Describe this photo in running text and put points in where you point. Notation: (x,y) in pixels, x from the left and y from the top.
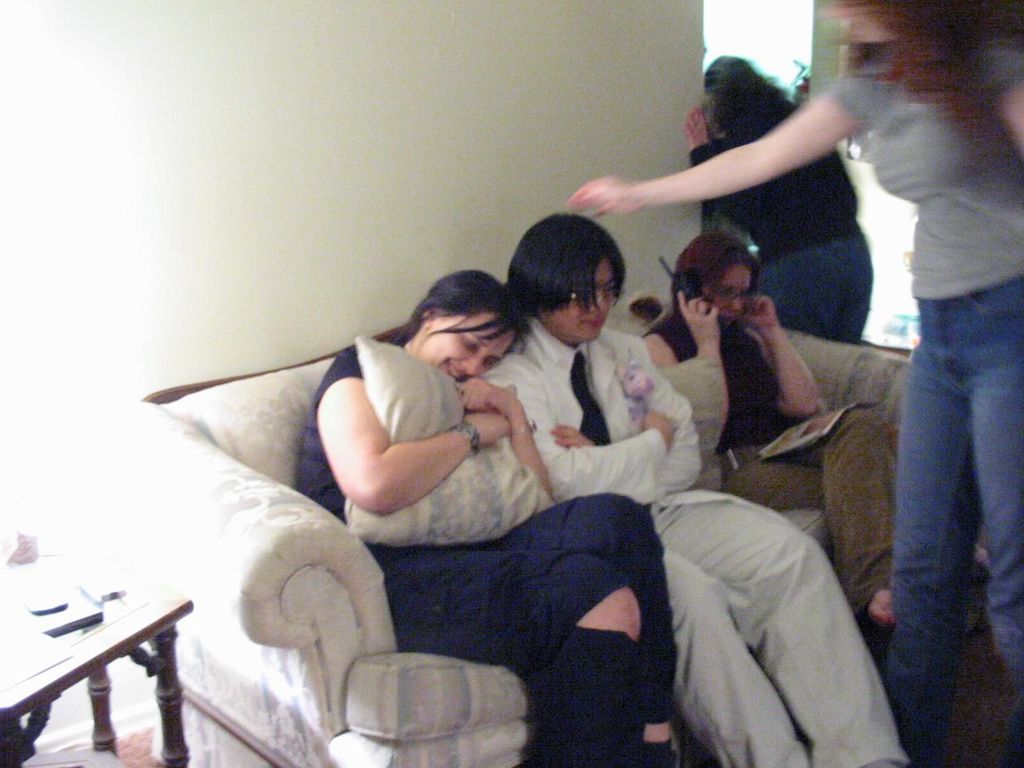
In this picture we can see three people (566,396) are sitting on a sofa (326,601), two people (773,157) are standing, pillows (687,385), book (800,424), table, wall (620,133) and some objects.
